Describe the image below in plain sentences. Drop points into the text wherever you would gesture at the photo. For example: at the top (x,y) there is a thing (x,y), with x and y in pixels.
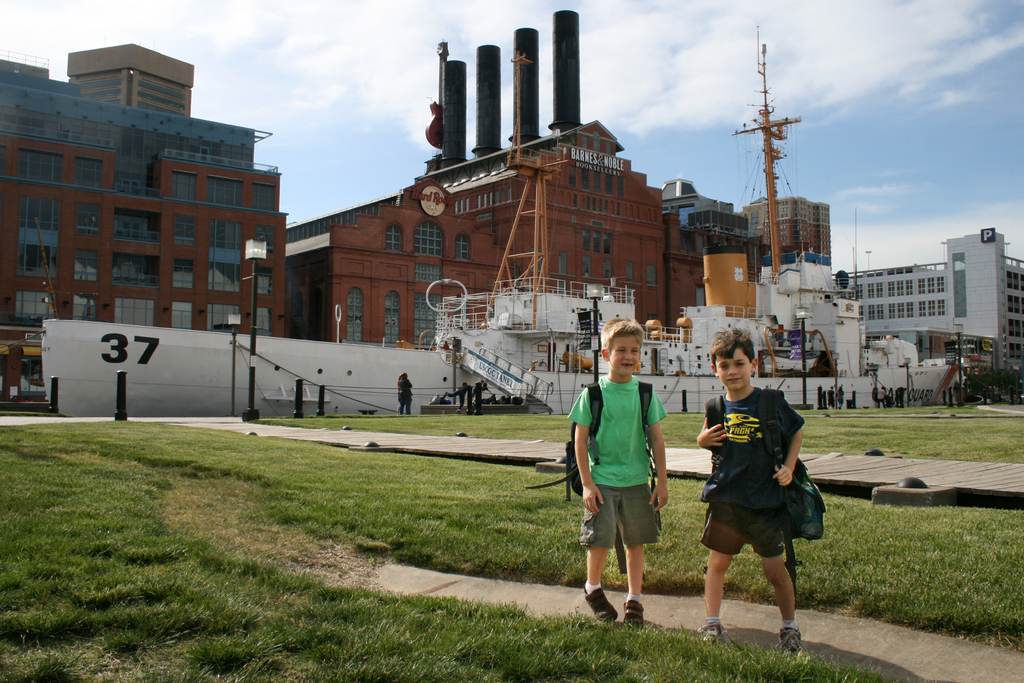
In this image, we can see some buildings (624,193) and ships (190,341). There are kids (745,402) at the bottom of the image (600,470) standing and wearing bags (646,425). There is a sky (294,54) at the top of the image (329,53).
